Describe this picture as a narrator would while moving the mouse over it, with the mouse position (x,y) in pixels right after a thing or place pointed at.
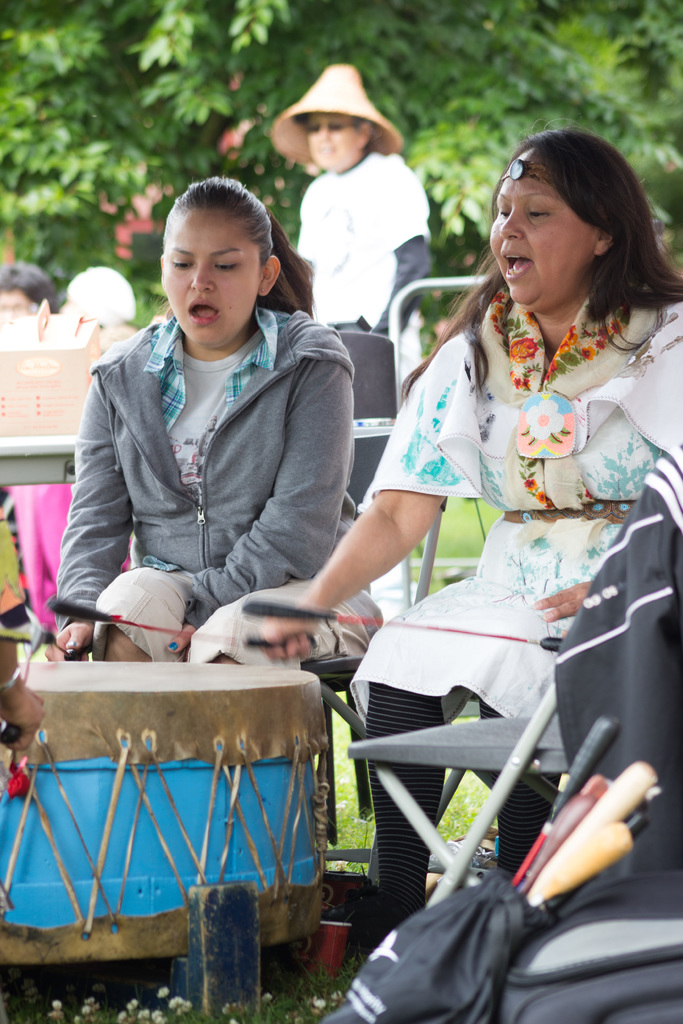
Here There are two girls (372,560) sitting on the chair (430,563) and singing a song and also beating the drums (207,764). She is wearing a sweater shirt (266,514) behind her there is a person (358,306) standing he is wearing a hat (315,104) behind him there is a tree (299,93).
